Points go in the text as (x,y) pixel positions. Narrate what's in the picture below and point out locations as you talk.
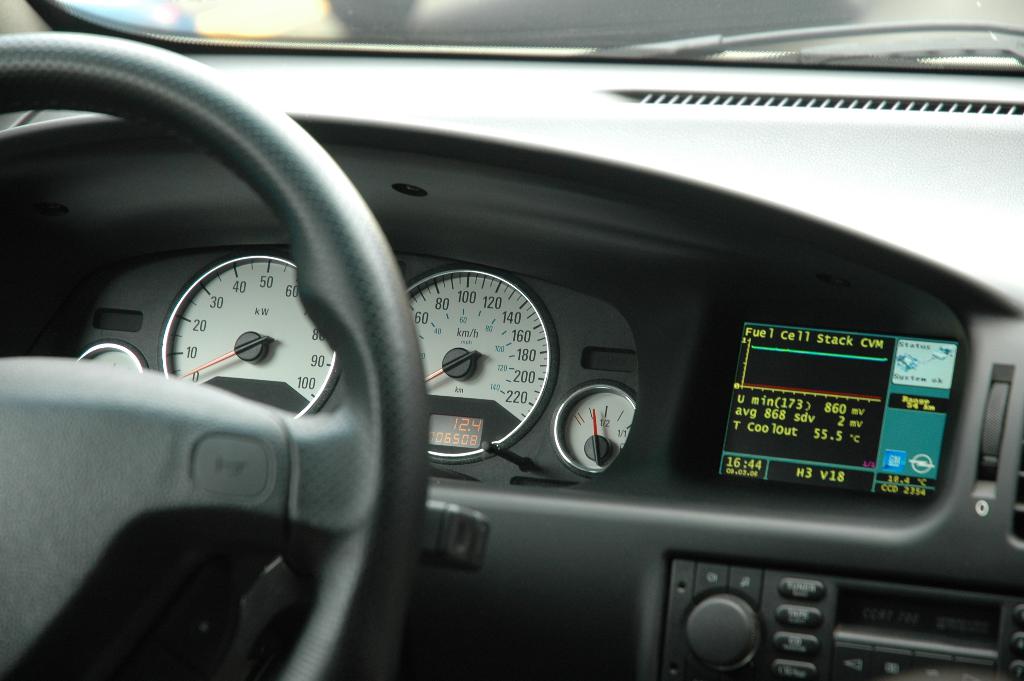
In this picture I can see there is a speedometer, steering wheel (8,585), windshield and a wiper (1006,28).
